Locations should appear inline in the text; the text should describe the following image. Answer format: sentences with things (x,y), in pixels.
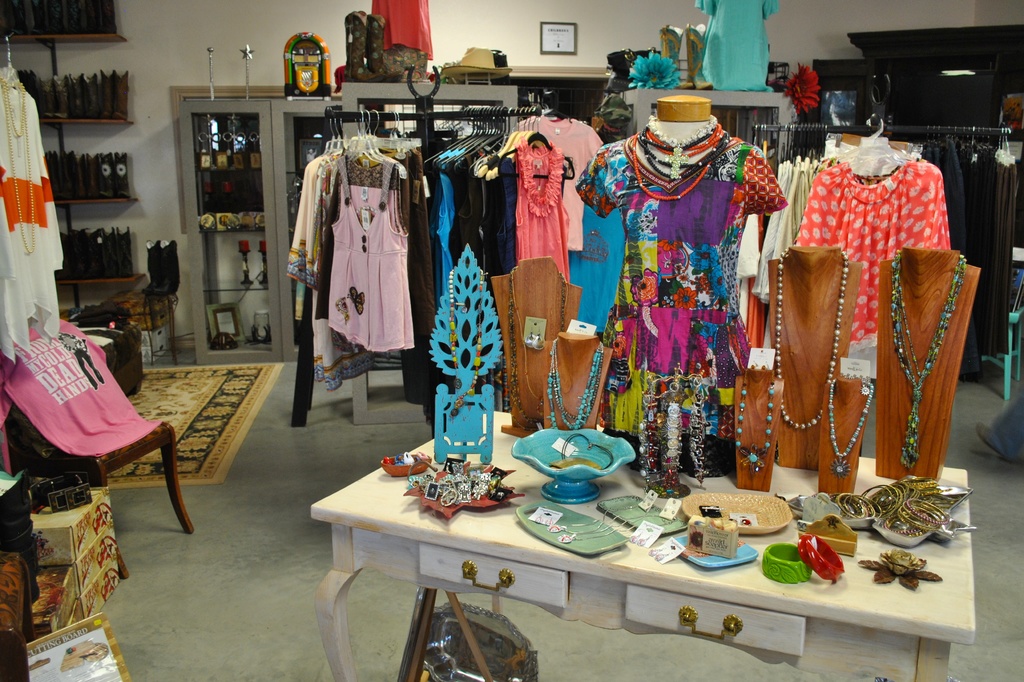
In this image we can see jewelry (477,477) placed on the table (869,536). In the background (630,248) we can see many clothes (35,260) hanged.
